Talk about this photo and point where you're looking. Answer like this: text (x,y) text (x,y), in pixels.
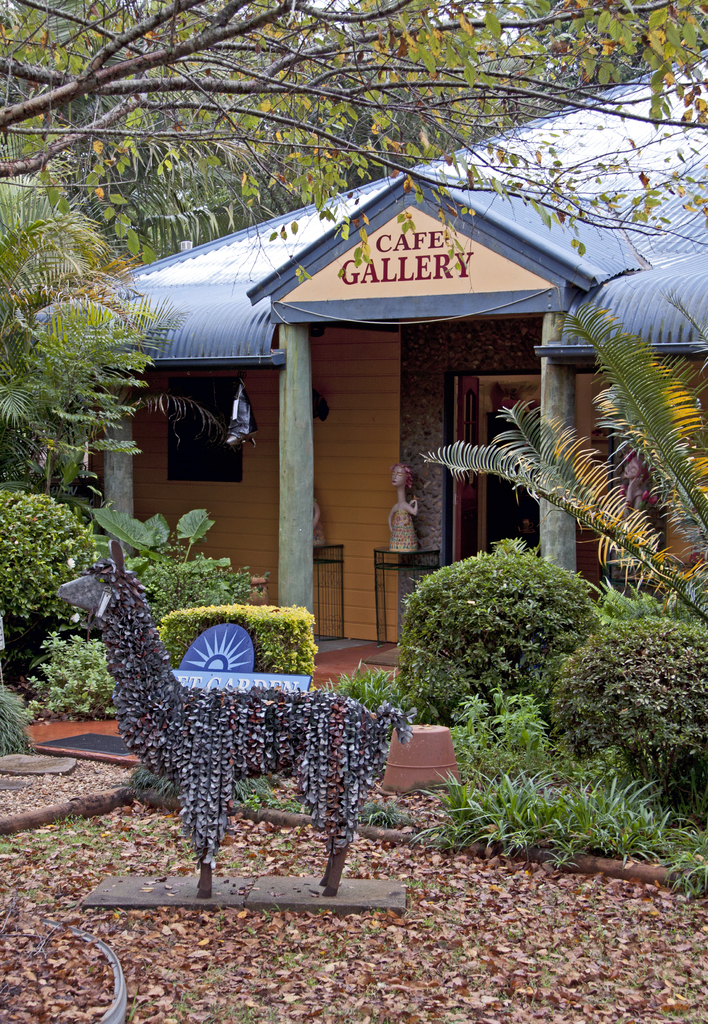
In this picture I can see a building (443,308), few trees (621,81), plants (55,652) and I can see a board (222,667) with some text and a statue (265,752). I can see text (412,237) on the porch (399,263).
